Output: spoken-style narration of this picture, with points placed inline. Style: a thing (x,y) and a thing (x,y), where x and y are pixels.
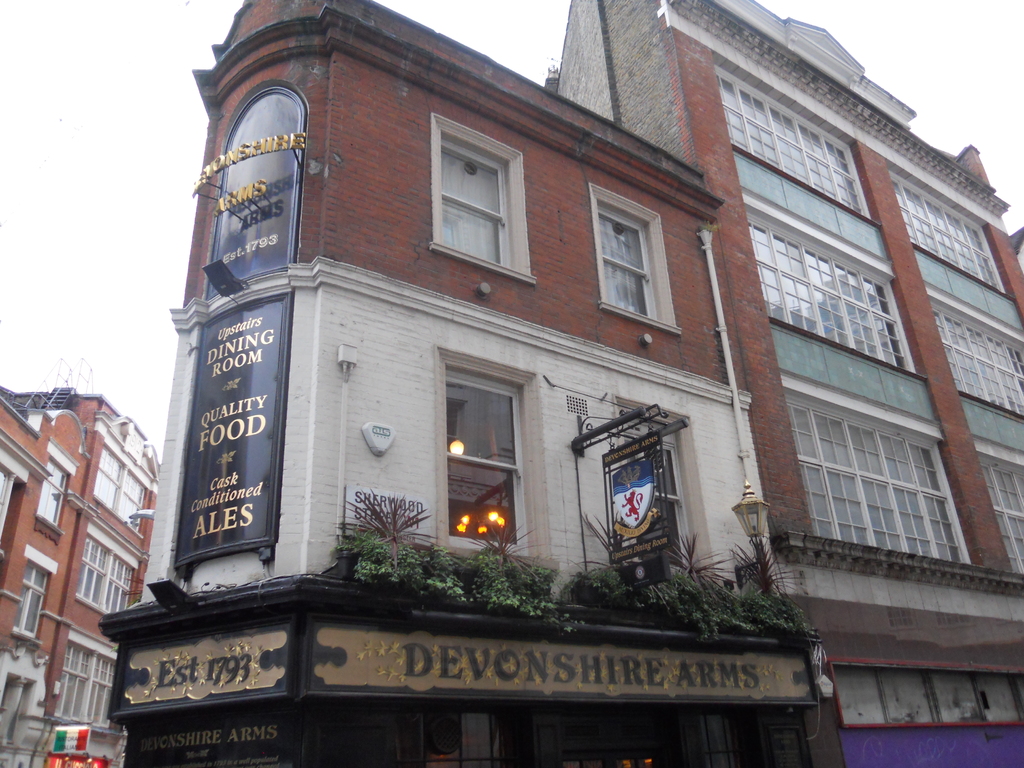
In this picture we can see few buildings (473,295), hoardings (261,211), lights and plants (428,568).
